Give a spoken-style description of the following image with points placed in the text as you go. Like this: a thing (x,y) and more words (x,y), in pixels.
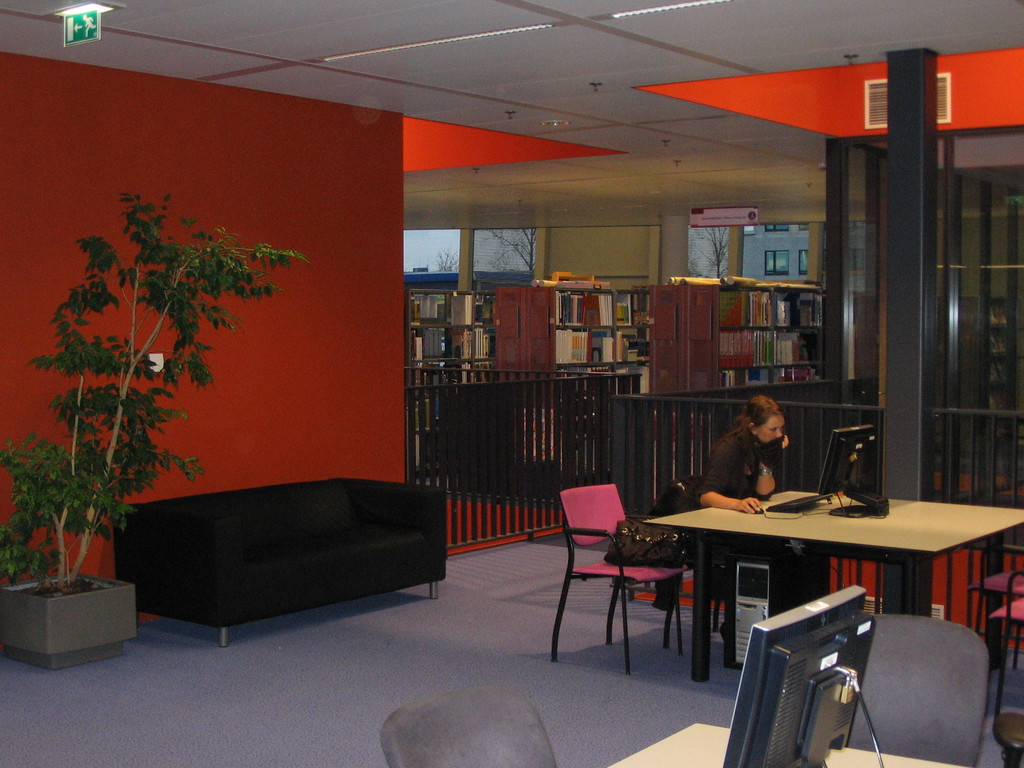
This picture is clicked inside the room (690,427). In the middle of the picture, we see woman (724,449) in black t-shirt (732,472) is operating the system (852,461). On table (860,536), we see system (866,472), keyboard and mouse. Behind her, we see black sofa (306,532). Behind that, we see red wall (268,299) and a plant (61,451). On background (457,327), we see many racks (672,306) containing books (481,302). Behind that, we see white wall (635,252) and windows (747,243) from which we see building (771,263). I think this might be a library (1023,213). On top of the picture (419,81), we see the ceiling (564,68) of the room (506,101).
